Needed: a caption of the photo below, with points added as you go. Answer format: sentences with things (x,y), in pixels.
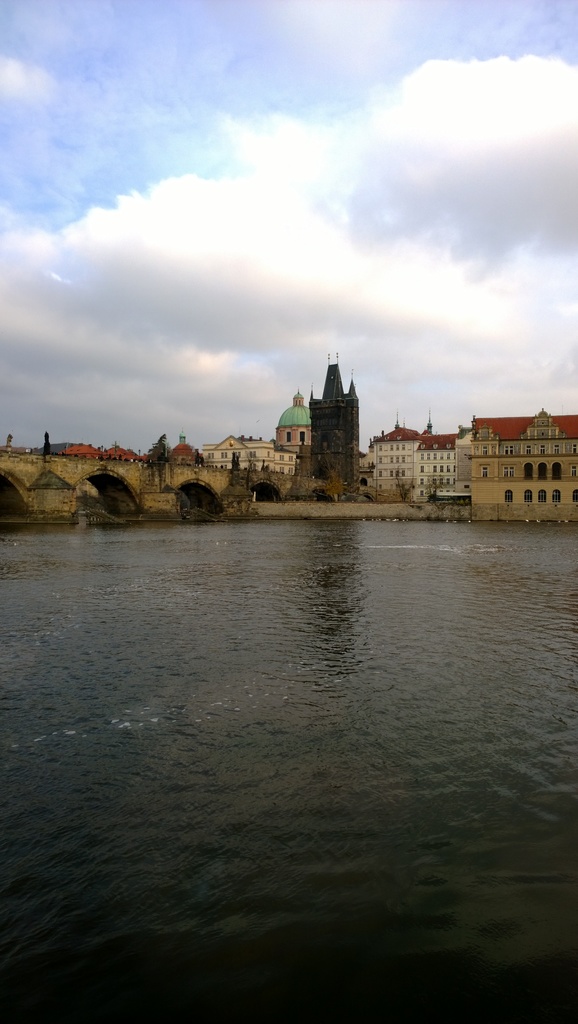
In the picture we can see the water surface (320,874) and far away from it, we can see some tunnel ways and beside it, we can see some buildings (485,506) and behind it we can see the sky (15,42) with clouds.
